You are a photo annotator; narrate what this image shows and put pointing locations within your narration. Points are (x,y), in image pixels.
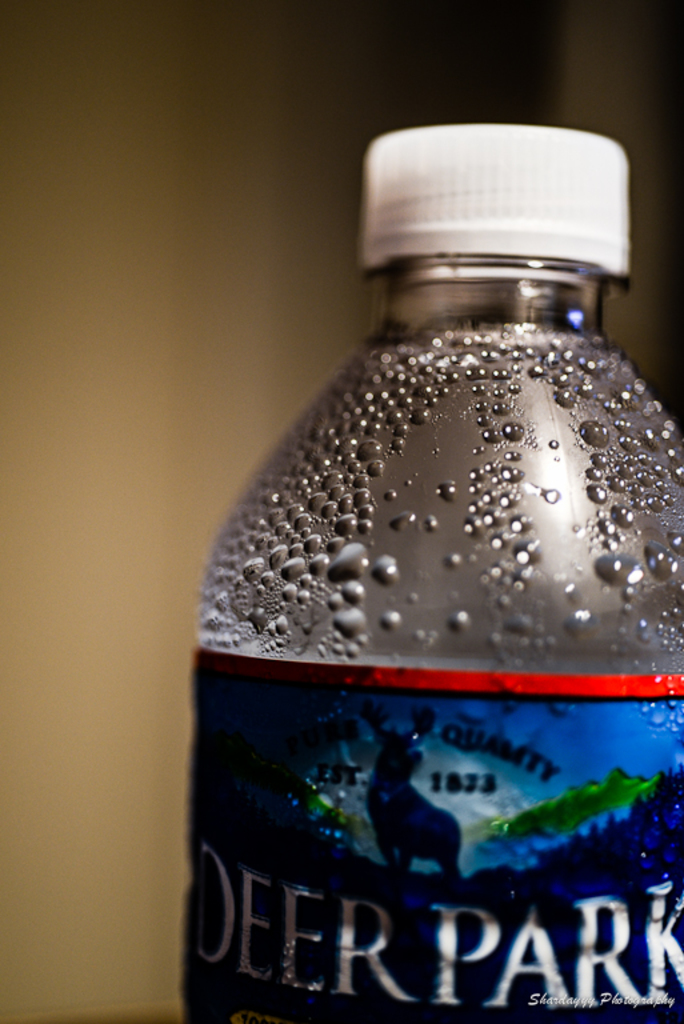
In this Image I see a bottle (205,981).
